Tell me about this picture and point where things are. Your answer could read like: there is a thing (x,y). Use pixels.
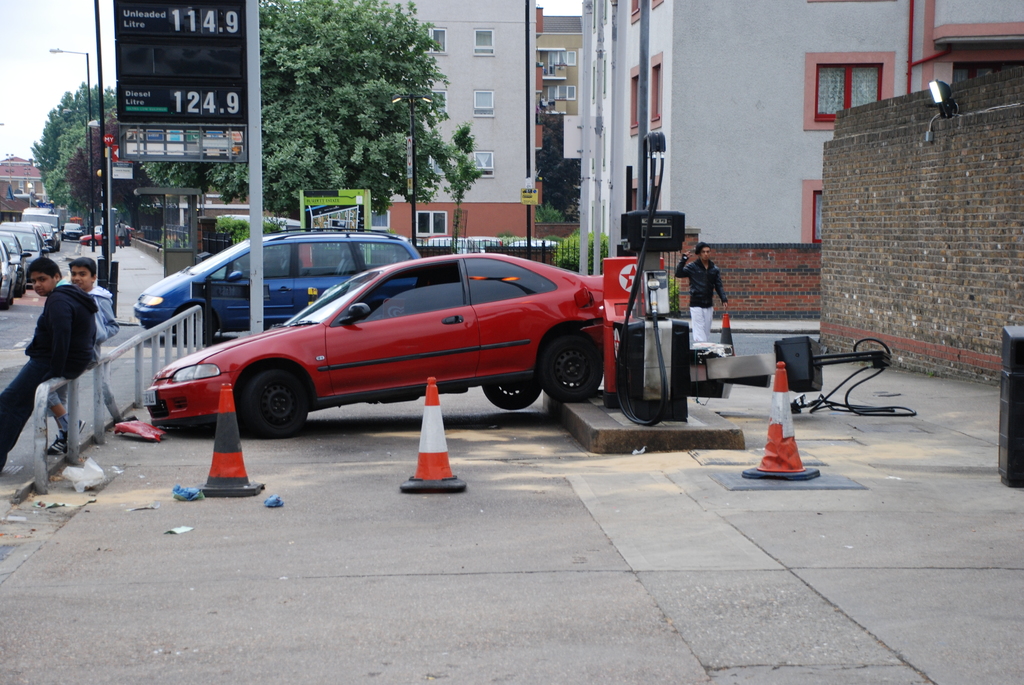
In this picture there are two persons (76,336) standing near to the fencing (168,333). Backside of them we can see a red color car (491,360). Here we can see traffic cones (787,430) near to the pole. On the right (705,302) there is a man (709,288) who is wearing black jacket (709,284) and white trouser (699,332). He is standing near to the brick wall (885,273). On the background (807,35) we can see buildings (571,88), tree (384,81), board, pole (413,167), plant (265,230), gate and street light (90,161). On the left (83,242) background (92,233) we can see many vehicles (67,223) on the road (64,251). On the top left corner (45,75) we can see sky (63,37) and clouds (58,59).
